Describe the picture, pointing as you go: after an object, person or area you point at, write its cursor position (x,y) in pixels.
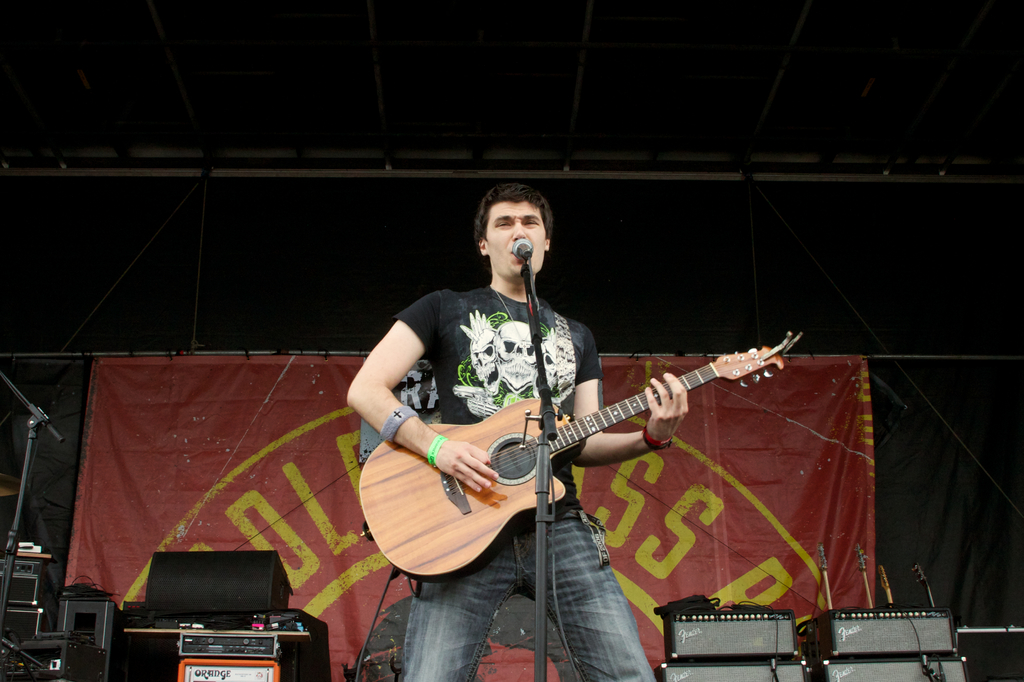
In the middle of the image (582,392) is a man (541,217) is standing and playing guitar (516,404) and singing on the microphone (530,246). Behind him there is a banner (197,466). Bottom left side of the image (274,562) there are some electronic devices (209,566). Bottom right side of the image (715,673) there are some electronic devices (738,669). At the top of the image (505,15) there is a roof (449,119).
